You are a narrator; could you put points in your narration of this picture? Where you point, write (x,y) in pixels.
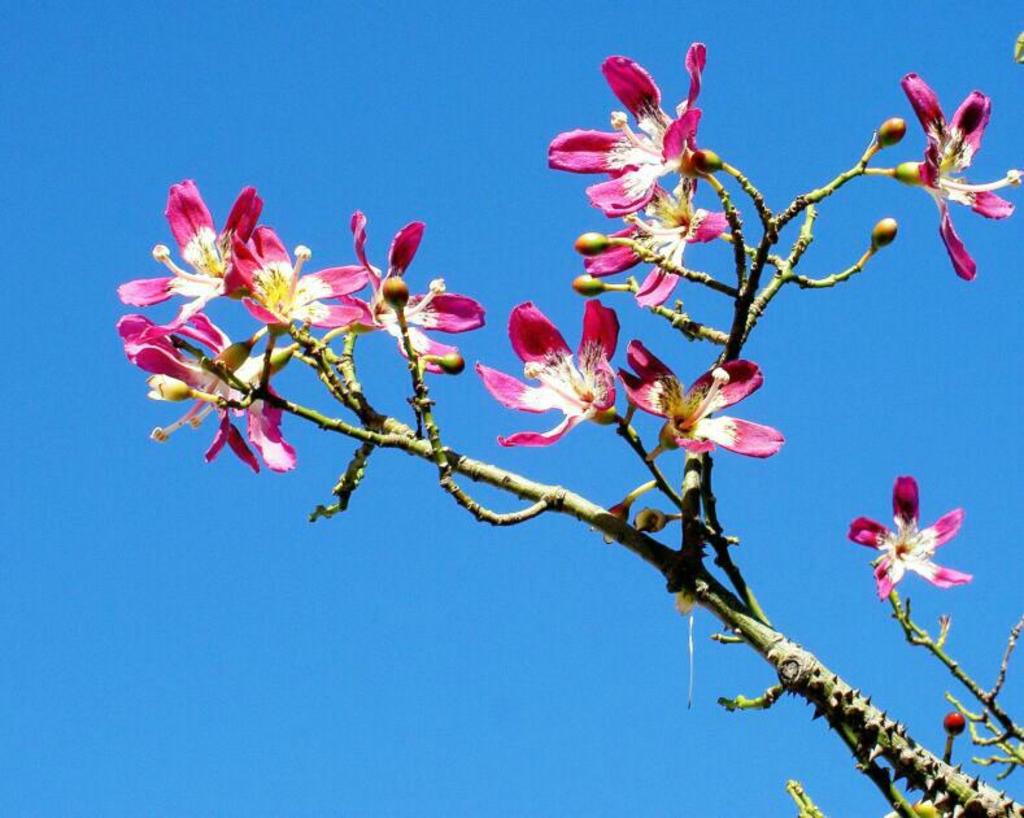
In this picture we can see few flowers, buds (877,245) and plants (829,718).
